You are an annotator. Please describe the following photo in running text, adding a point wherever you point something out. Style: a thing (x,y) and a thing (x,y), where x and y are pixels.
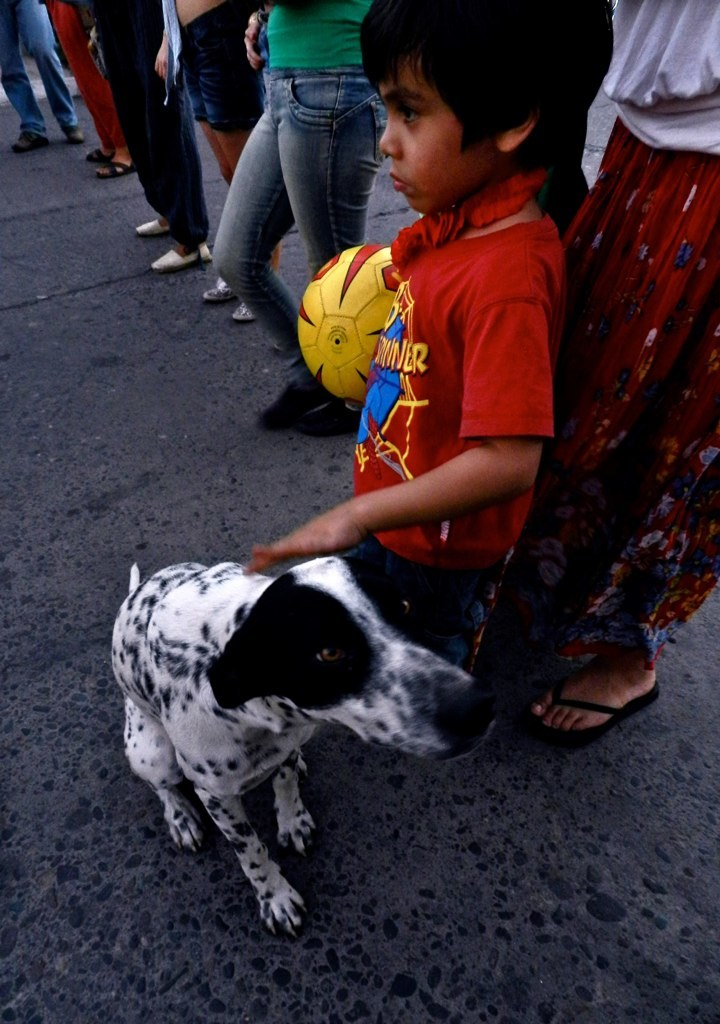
The image is outside of the city. In the image there is a boy (509,232) holding a ball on one hand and a dog (230,589) on another hand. In background (190,72) there are group of people (632,141) standing at bottom (438,818) there is a road (90,447) which is in black color.
